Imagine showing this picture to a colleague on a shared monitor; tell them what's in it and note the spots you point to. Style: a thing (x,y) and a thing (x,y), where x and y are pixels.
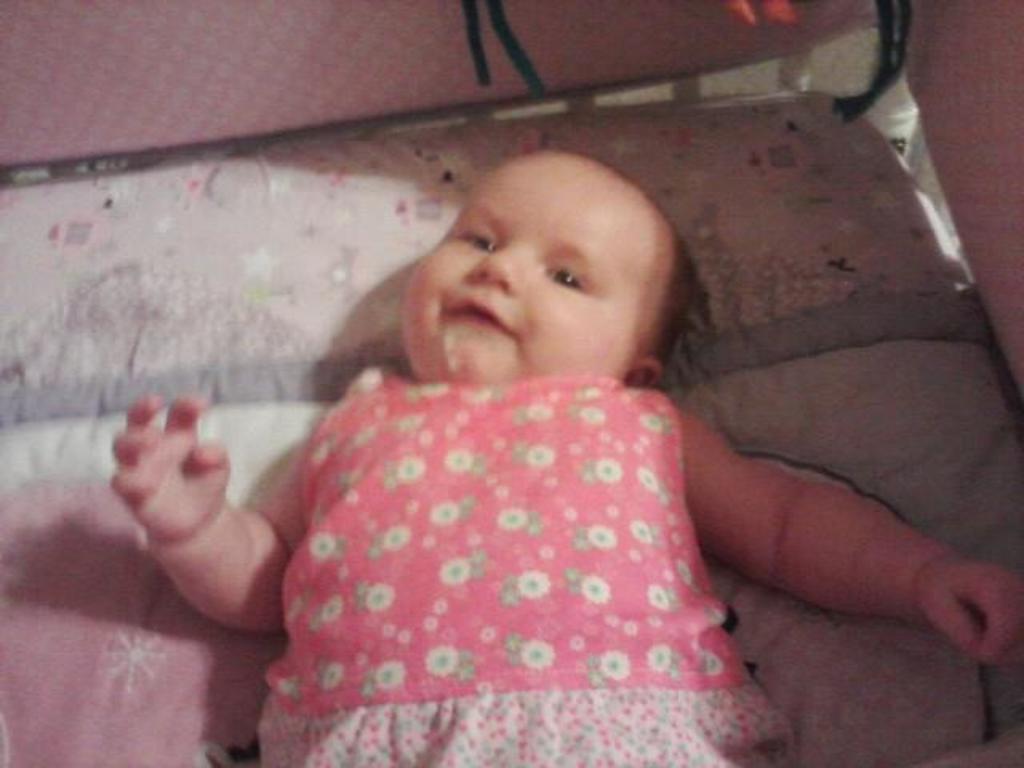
In this image I can see a child (403,399) in the centre (433,482) and I can see this child (458,547) is wearing pink colour dress (575,495).
